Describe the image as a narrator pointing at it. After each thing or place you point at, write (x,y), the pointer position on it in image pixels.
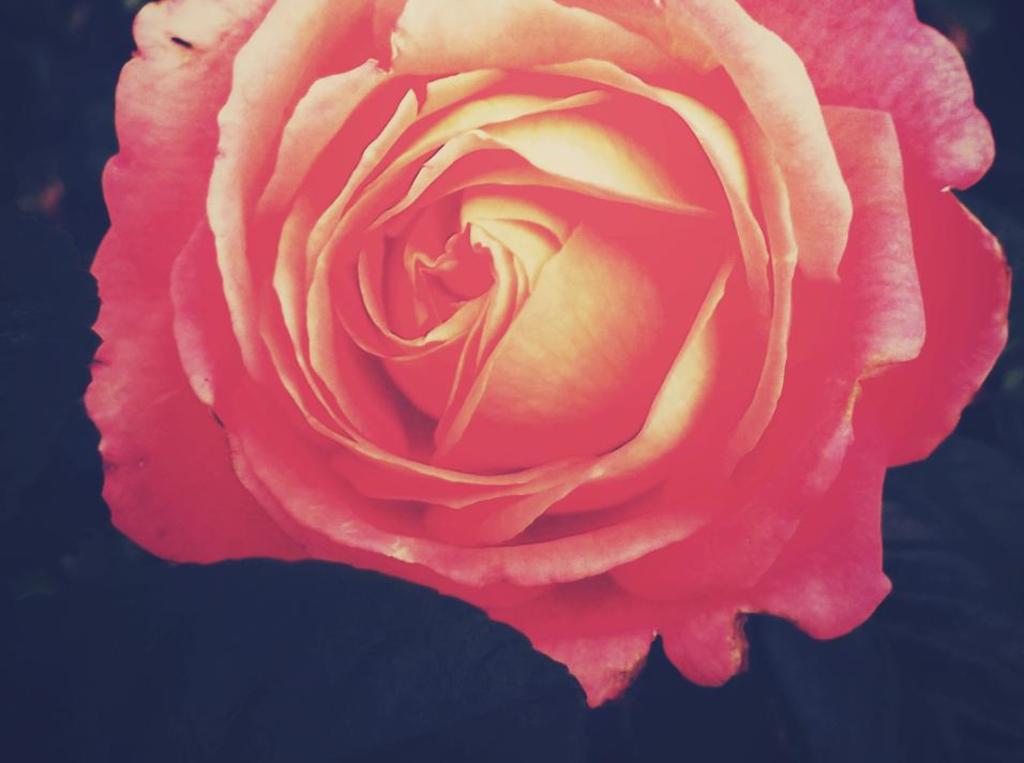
In this picture we can see a rose flower (404,242). In the background (944,750), the image is dark.
